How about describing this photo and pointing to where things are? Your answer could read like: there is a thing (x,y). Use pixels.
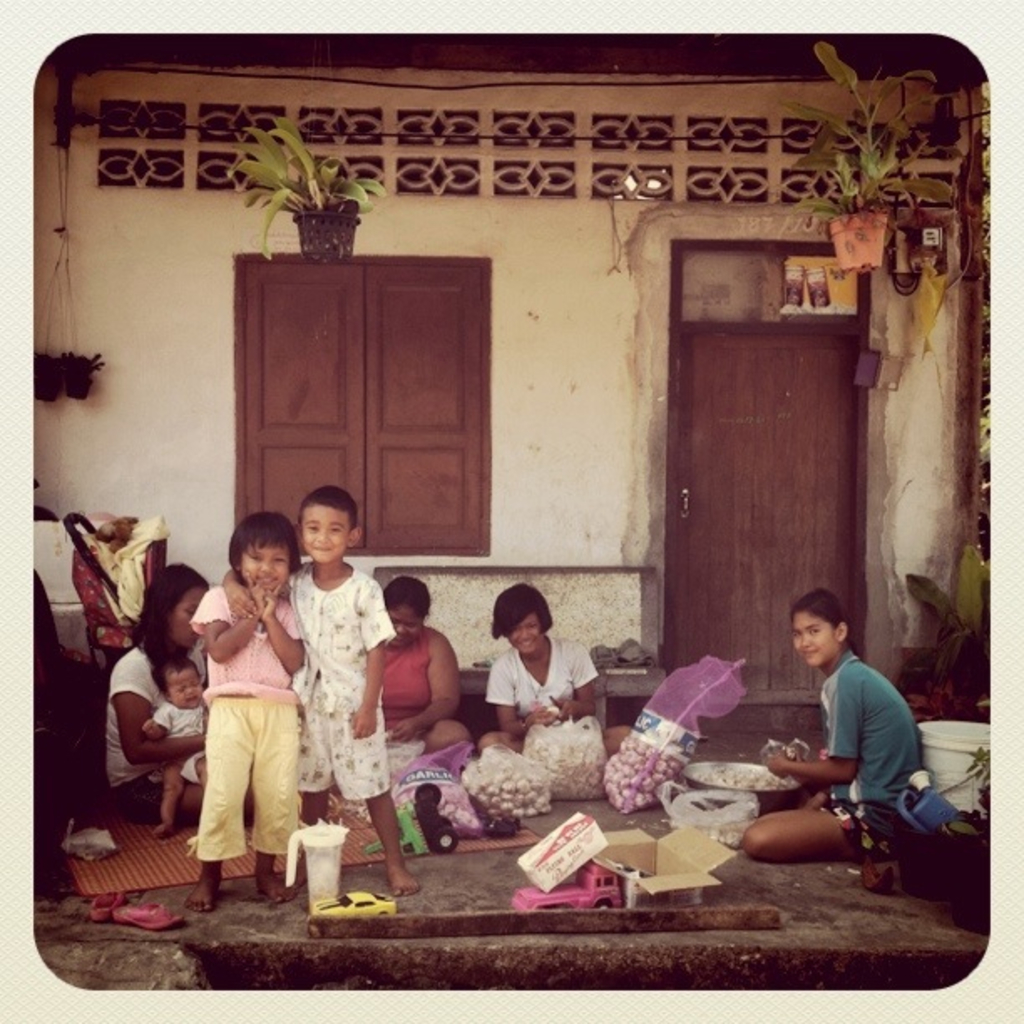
In this image I can see a group of people (324,493) among which two kids (262,532) are standing and posing for the picture and I can see a door (691,408) and a window (415,378) and some potted plants (966,593) in the picture and I can see garlic bags (527,789) in the center of the image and some toys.
